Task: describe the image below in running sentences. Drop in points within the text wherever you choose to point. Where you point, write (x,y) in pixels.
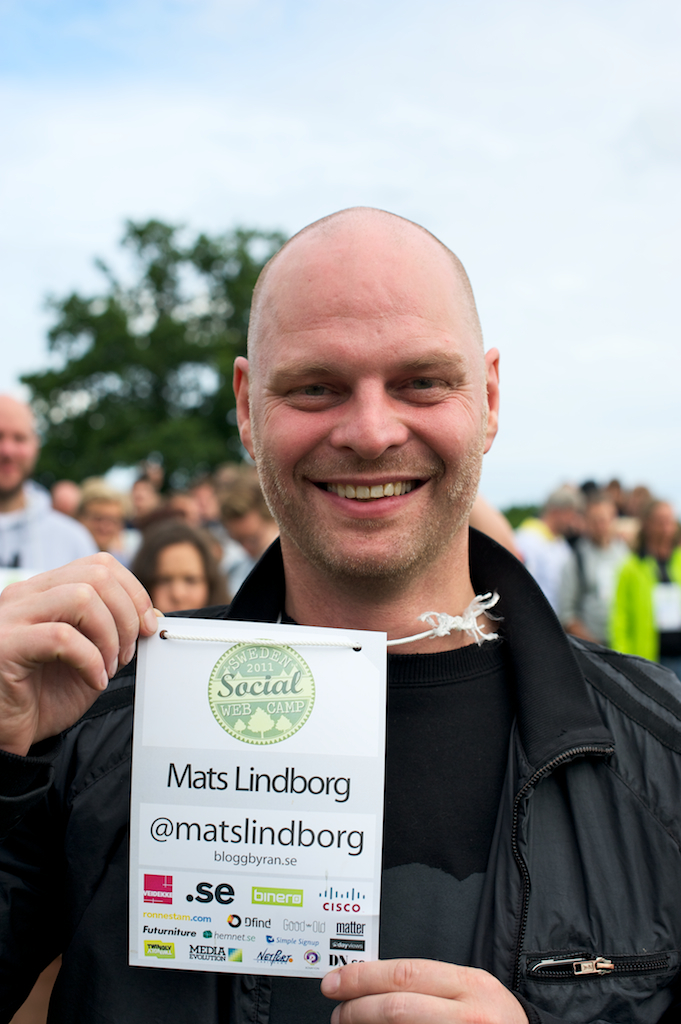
In the picture we can see a man (561,1021) with a bald head (308,360) and black jacket (578,777) and holding a card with some information in it and behind him we can see some people (592,566) are standing and watching him and behind them we can see a tree (177,381) and the sky (443,169).
